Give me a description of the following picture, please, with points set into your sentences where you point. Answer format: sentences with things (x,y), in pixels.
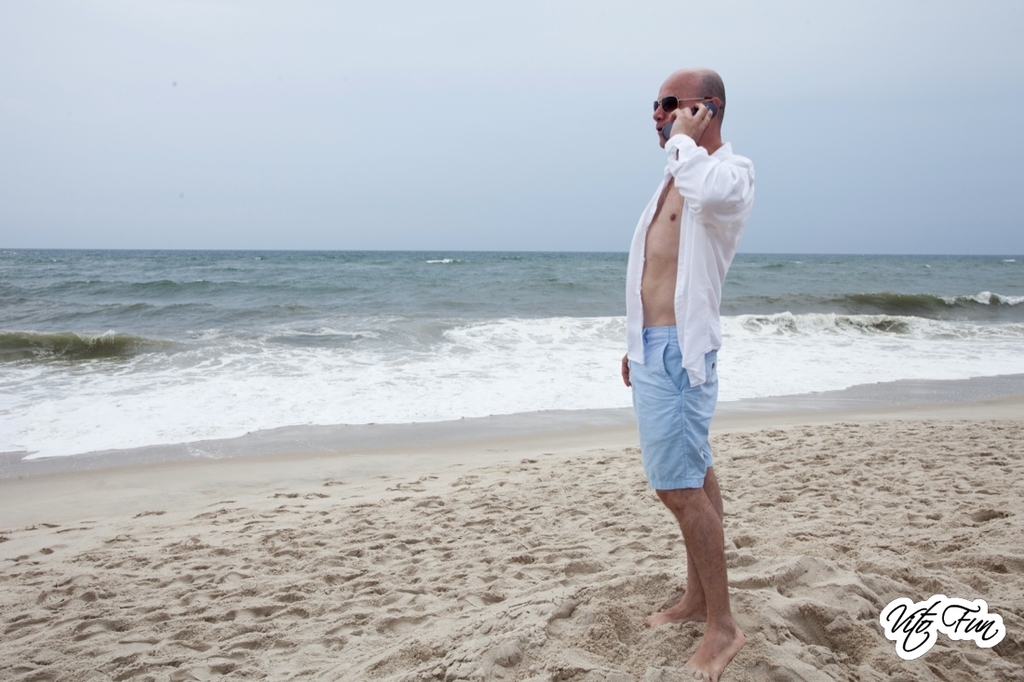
In this image I can see a person (714,309) wearing white shirt (704,271) and blue short (699,429) is standing on the sand (688,661) and holding an object (694,110) in his hand (677,118). I can see the sand (417,587) and the water (353,370). In the background (433,102) I can see the sky (376,208).
